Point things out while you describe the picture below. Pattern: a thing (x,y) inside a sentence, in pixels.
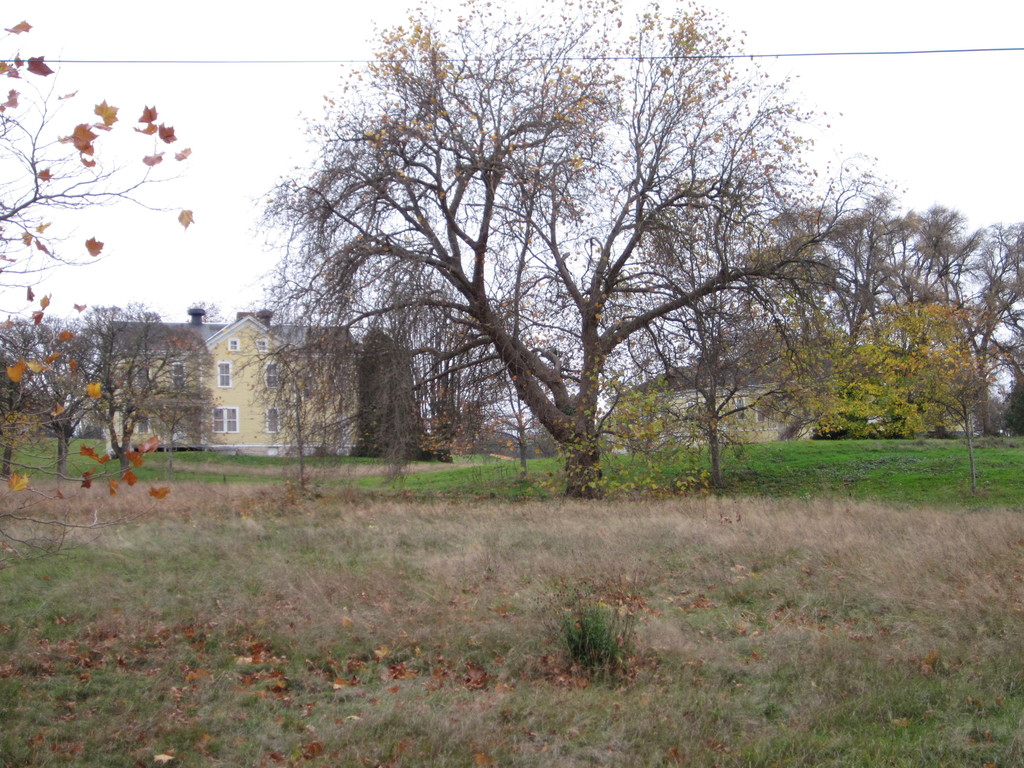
At the bottom of the image (552,590) on the ground (501,590) there is grass (390,607) and also there are dry leaves (619,637). And in the image there are trees (719,356). Behind the trees (364,354) there are houses (269,348) with roofs (281,334), windows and walls (252,410). At the top of the image (667,25) in the background (742,25) there is sky (925,102).
